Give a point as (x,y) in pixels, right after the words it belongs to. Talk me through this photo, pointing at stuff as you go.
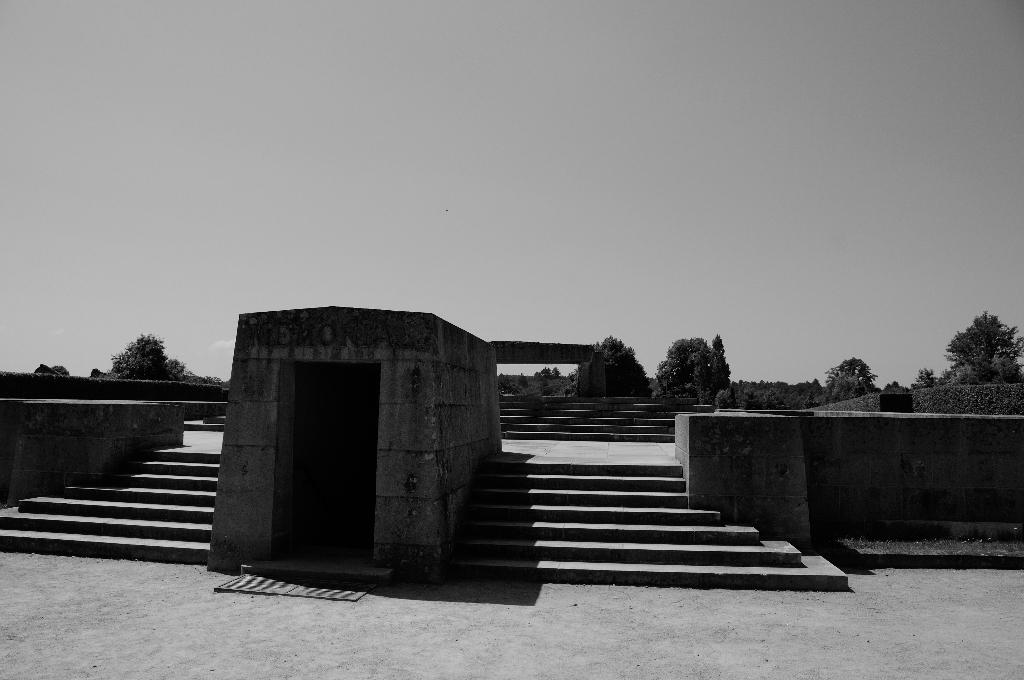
In this image in the center (588,432) there are some stairs (657,466), and in the background (756,378) there are some trees (1003,375). On the right side (803,474) and left side (79,439) there is a wall (53,469), at the bottom (438,624) there is walkway (529,624). At the top of the image (459,175) there is sky (451,179).
